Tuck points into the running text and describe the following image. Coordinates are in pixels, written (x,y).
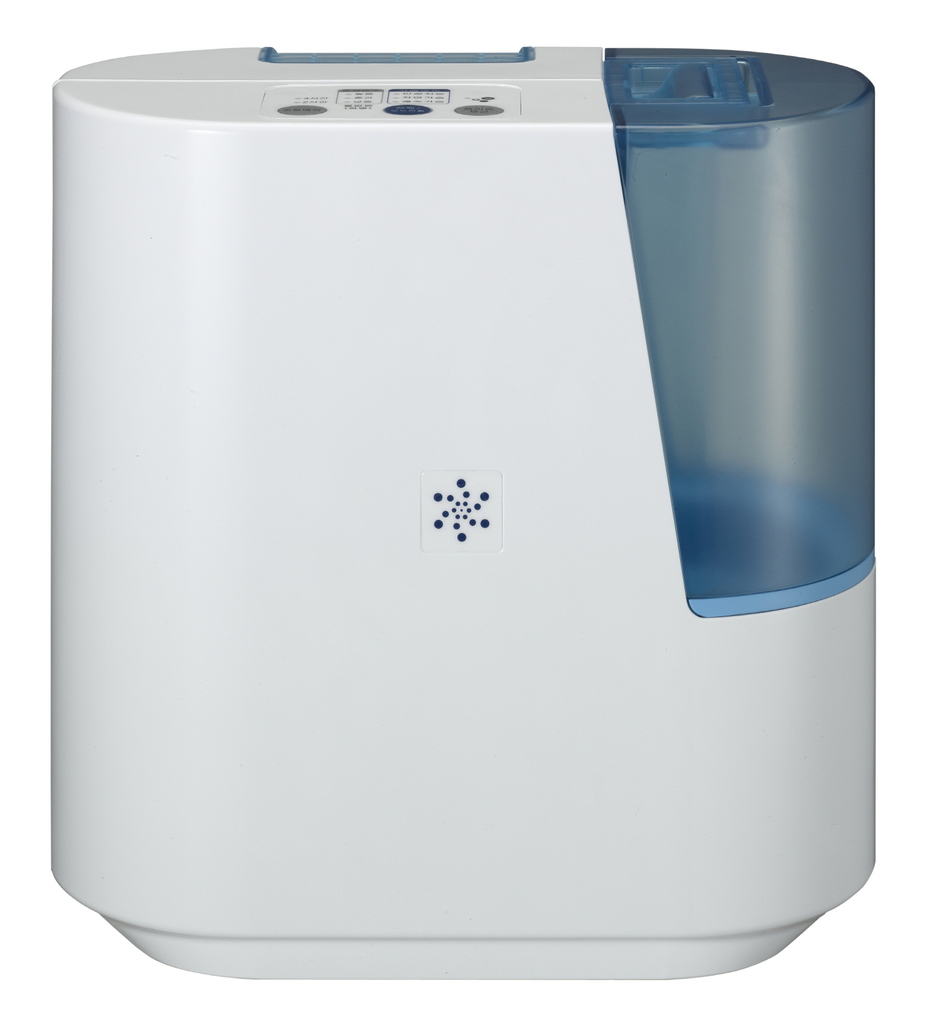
In this image I can see the humidifier (477,489) which is white and blue in color and I can see the white colored background.
